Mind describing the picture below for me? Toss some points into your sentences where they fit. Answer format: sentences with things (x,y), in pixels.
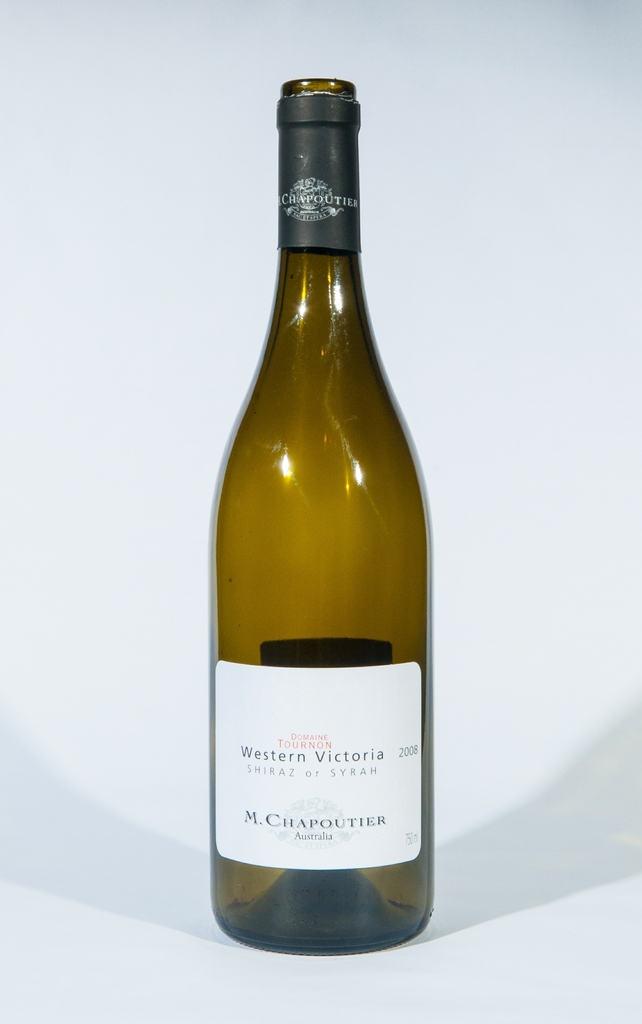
In the picture we can see a wine bottle (401,905) which is gold in color and on it we can see a white color label (275,744) with a name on it as Western Victoria.
